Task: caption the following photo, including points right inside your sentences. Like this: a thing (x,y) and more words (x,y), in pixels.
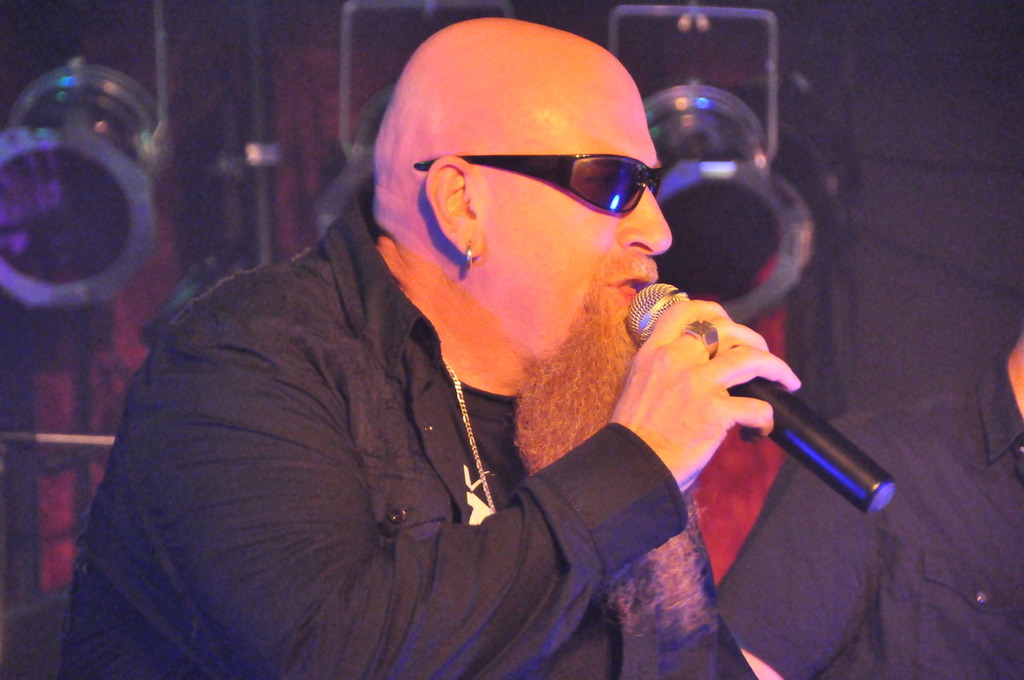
In this picture we can see man (568,136) wore jacket (403,447), goggles (642,165) holding mic (747,386) in his hand (686,451) and in the background (66,194) we can see light (99,192) and other person (948,453).
